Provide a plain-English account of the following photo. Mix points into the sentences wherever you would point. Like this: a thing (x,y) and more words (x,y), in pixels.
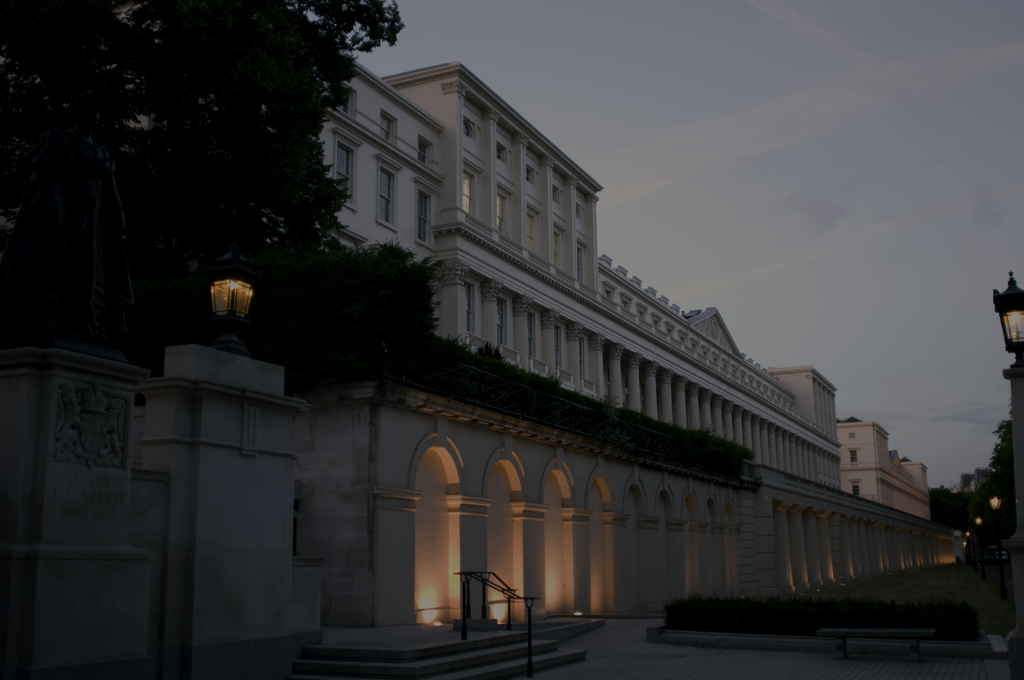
In this image we can see a building (876,471), trees (287,258), gate lights (246,279), light poles (995,519) and sky (836,268) in the background (844,162).
